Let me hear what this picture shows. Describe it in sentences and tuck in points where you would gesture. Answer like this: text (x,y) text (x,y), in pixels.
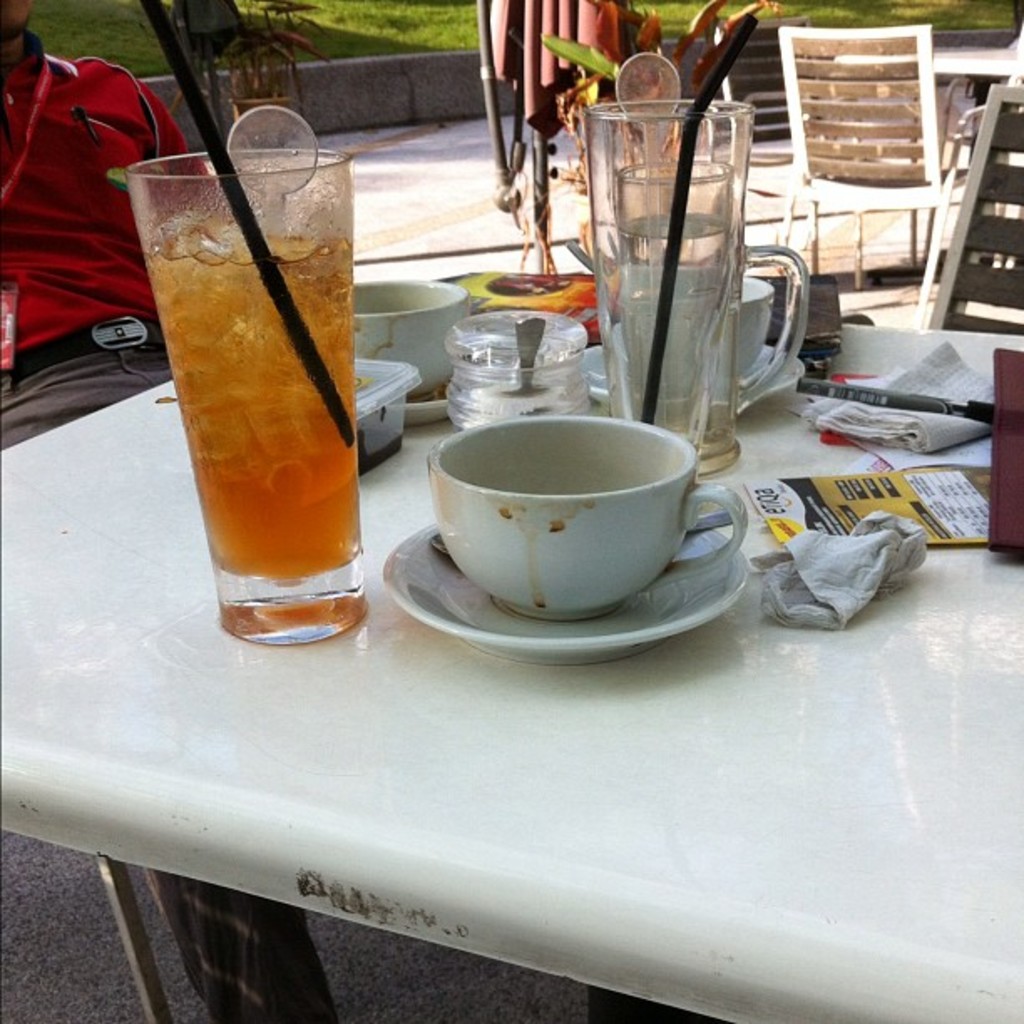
It is a cafe or a restaurant, there is a white color table (488,726) and there are some food items (735,378) and tissues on the table (390,642), beside the table (571,723) there is a man (32,160) sitting, he is wearing red shirt (47,157), in the background (426,8) there is a grass (425,28) and some other tables (879,59).
